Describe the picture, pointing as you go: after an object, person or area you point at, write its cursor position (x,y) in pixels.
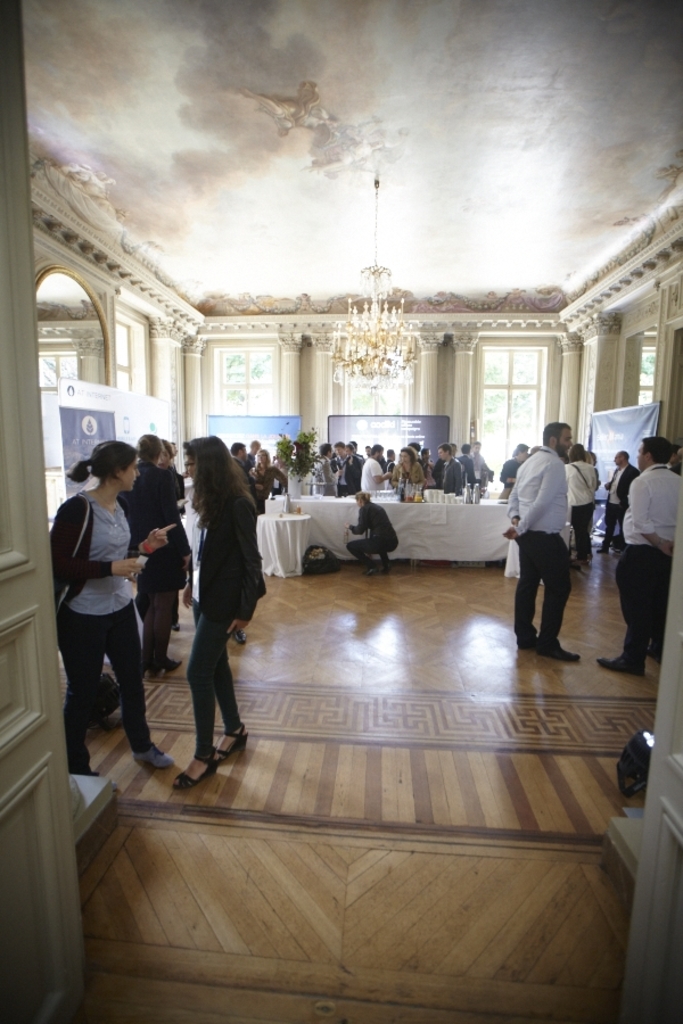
In this image we can see there are people (167,589) standing and holding a cover (514,549) and bottle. And there is a table (402,521) with a cloth (342,551), on the table (438,530) there are cups (451,500), jar (476,497), glasses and few objects (294,492). At the back (118,414) there are banners (271,431) and windows (274,407). At the top (384,339) there is a chandelier (392,334).
